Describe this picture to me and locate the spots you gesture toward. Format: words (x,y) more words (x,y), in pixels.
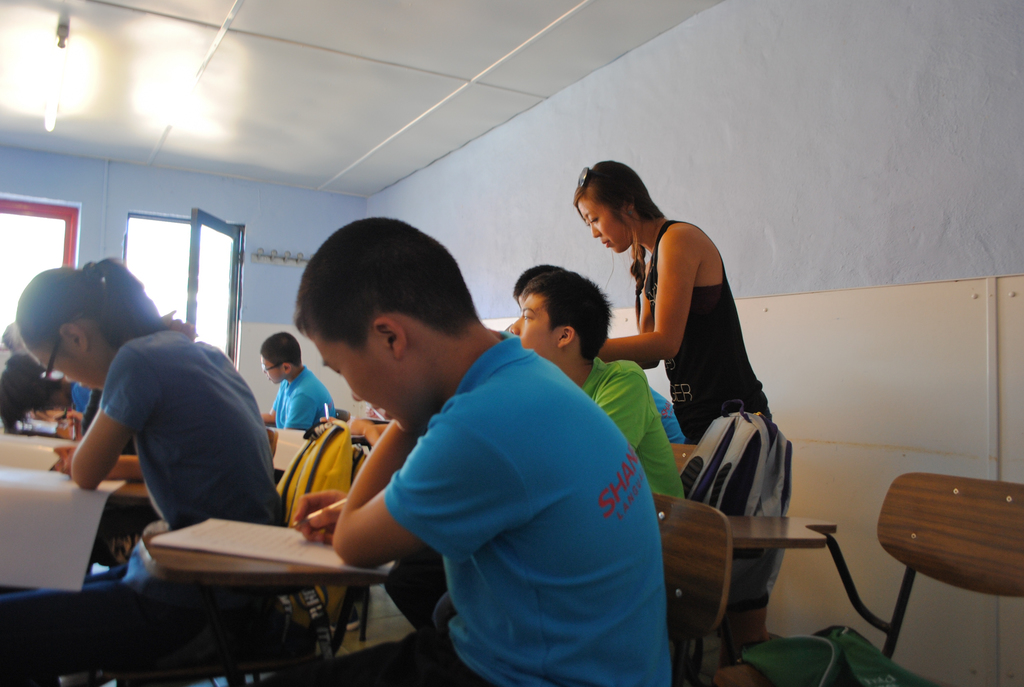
In this image there are group of people (619,375) sitting on chair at the background (469,238) i can see a wall (482,236) and a window (196,234) at the top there is a light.
